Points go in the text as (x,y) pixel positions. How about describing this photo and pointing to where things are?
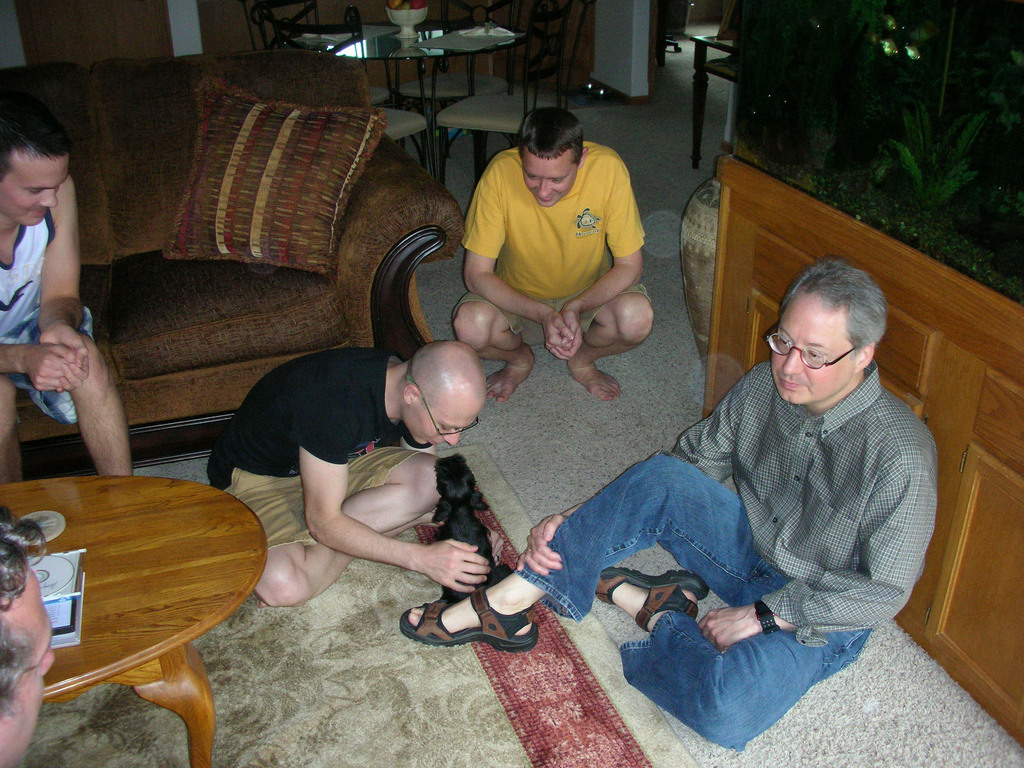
There are three persons (346,479) sitting. This is looks like a small puppy (466,525) which is black in color, and one person (579,144) is in squat position. This is a couch (223,288) with a cushion (260,231). This is a teapoy (88,614) with disk (63,579), paper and some object (79,632) on it. This is a carpet (443,740) on the floor (422,725). At background (424,40) I can see a dining table (433,69) with empty chairs (438,87) and a bowl (414,24) of fruits (416,4) on the table (444,48).
